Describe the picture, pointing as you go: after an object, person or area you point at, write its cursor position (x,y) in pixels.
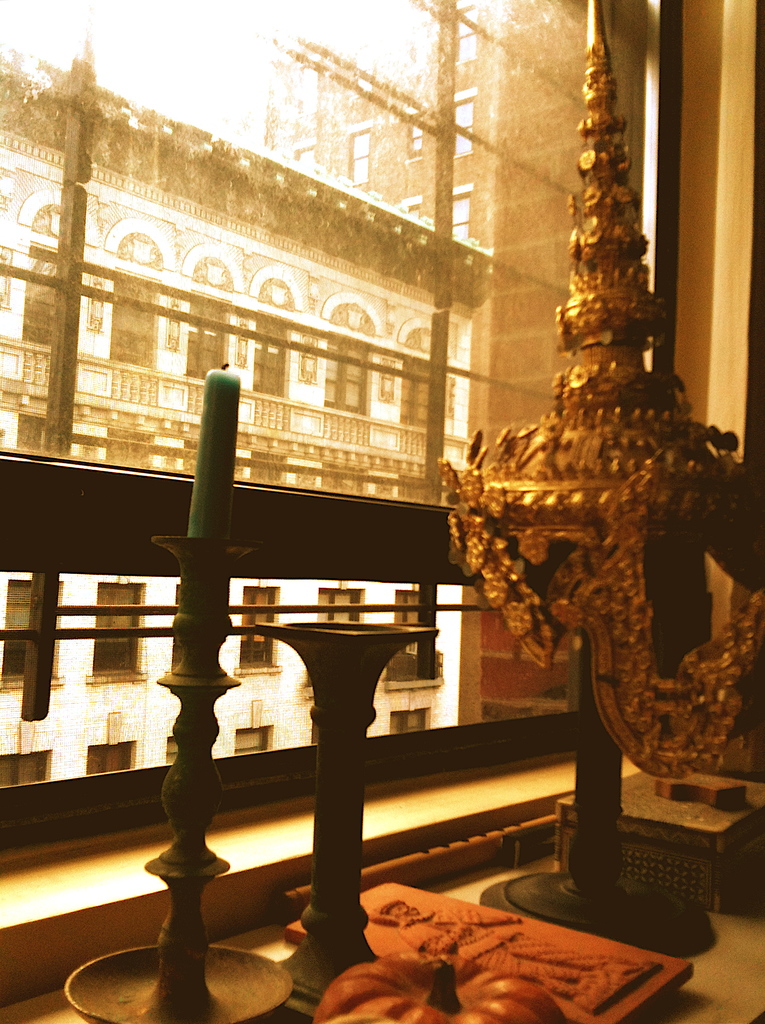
This image has a candle stand (140,1023) and objects (583,400) made up of metal (760,540), metal railing (433,408) in the foreground (693,524). There are buildings (576,104) in the background (410,413).
